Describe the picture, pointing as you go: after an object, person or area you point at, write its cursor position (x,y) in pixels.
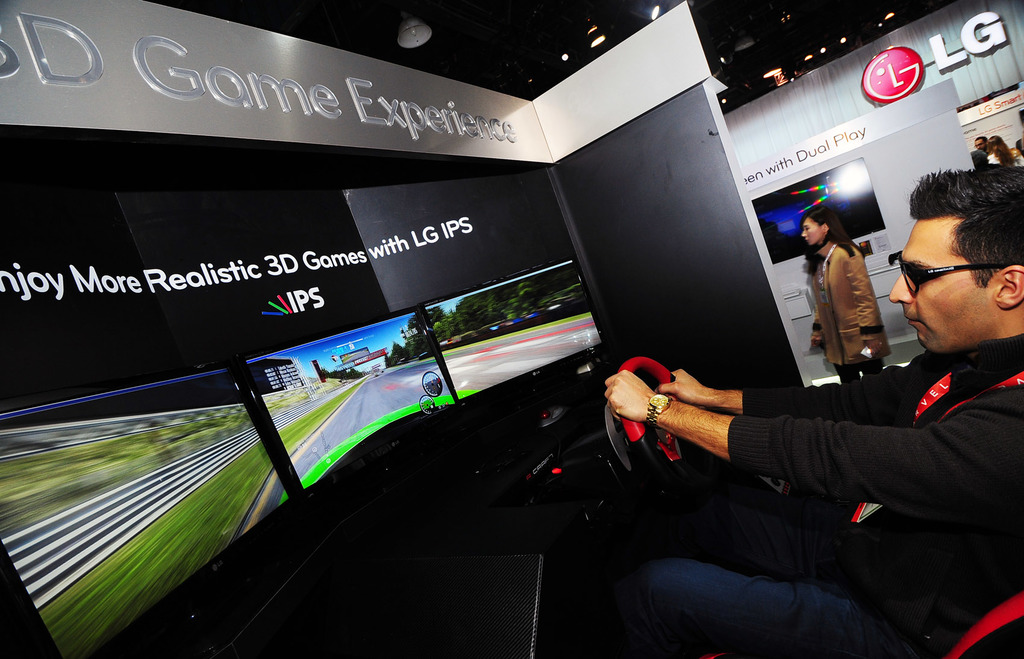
On the right side of this image (923,488) I can see a man (934,474) wearing black color jacket (984,487), jeans (754,629) sitting in a chair (975,627) and playing the video game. He is holding steering (647,437) in the hands (676,384) and looking into the screens (328,412) which are in front of him. On the top (211,214) I can see black color wall (291,208) and a white color board (390,123). In the background (864,332) there is a woman (823,274) standing. At the back of her I can see a screen (868,198) which is attached to a wall (892,182). On the top (775,71) there are some lights (823,53).
